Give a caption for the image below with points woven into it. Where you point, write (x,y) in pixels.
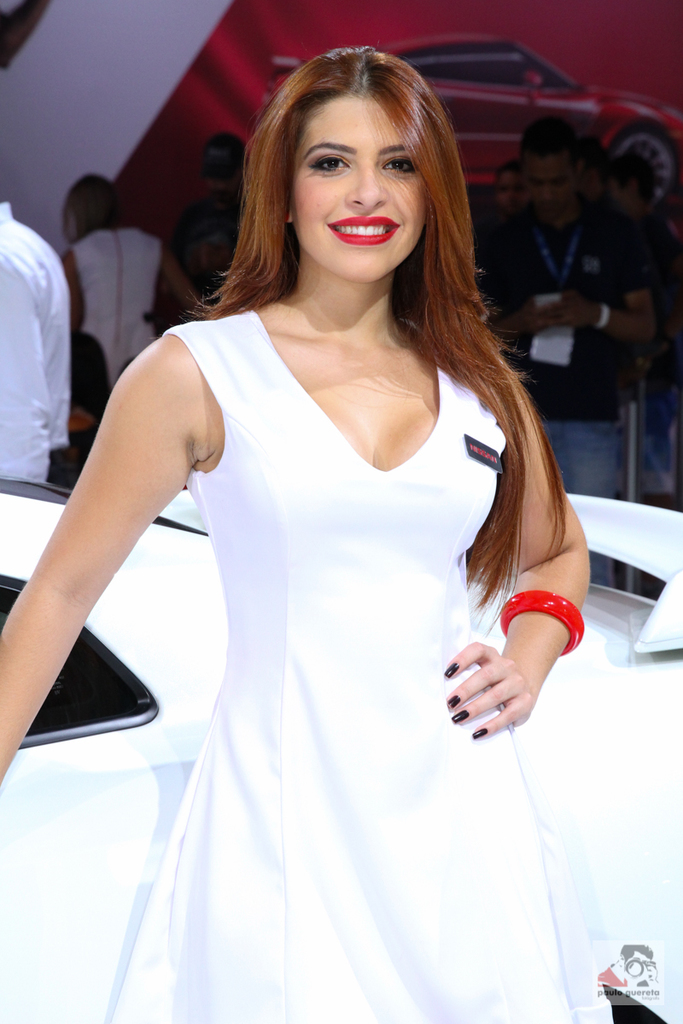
In this image we can see a woman (448,552) standing beside a car (558,664). On the backside (561,366) we can see a group of people (539,363) standing and the picture (613,110) of a car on the surface (84,111).
